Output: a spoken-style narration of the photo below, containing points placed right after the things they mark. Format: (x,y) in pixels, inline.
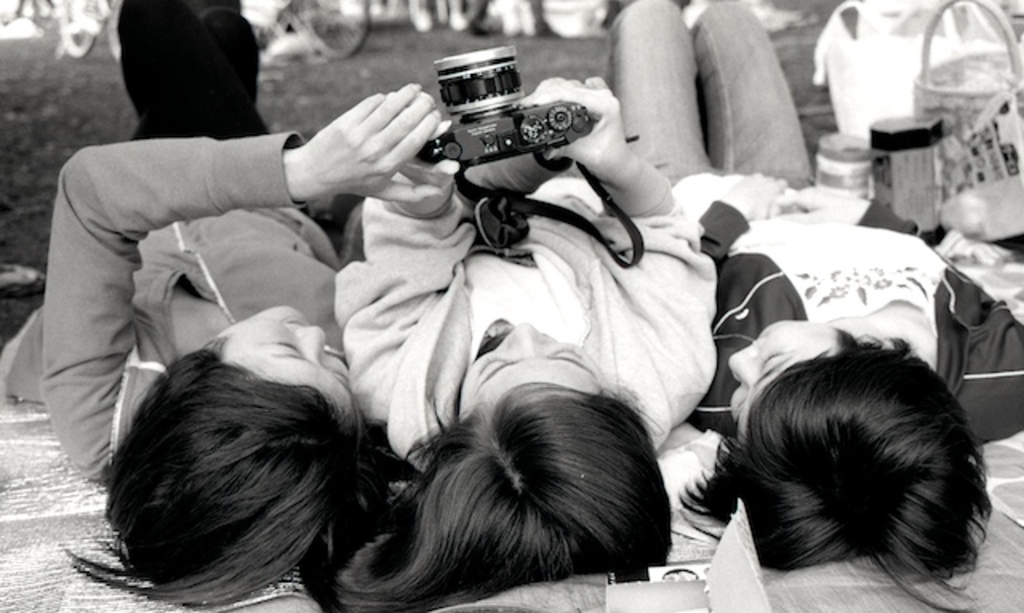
These three persons (329,331) are lying and these two persons (462,209) are holding camera (475,141) with their hands (433,175). We can see basket (958,123), and objects (895,159) on the floor (833,127).
